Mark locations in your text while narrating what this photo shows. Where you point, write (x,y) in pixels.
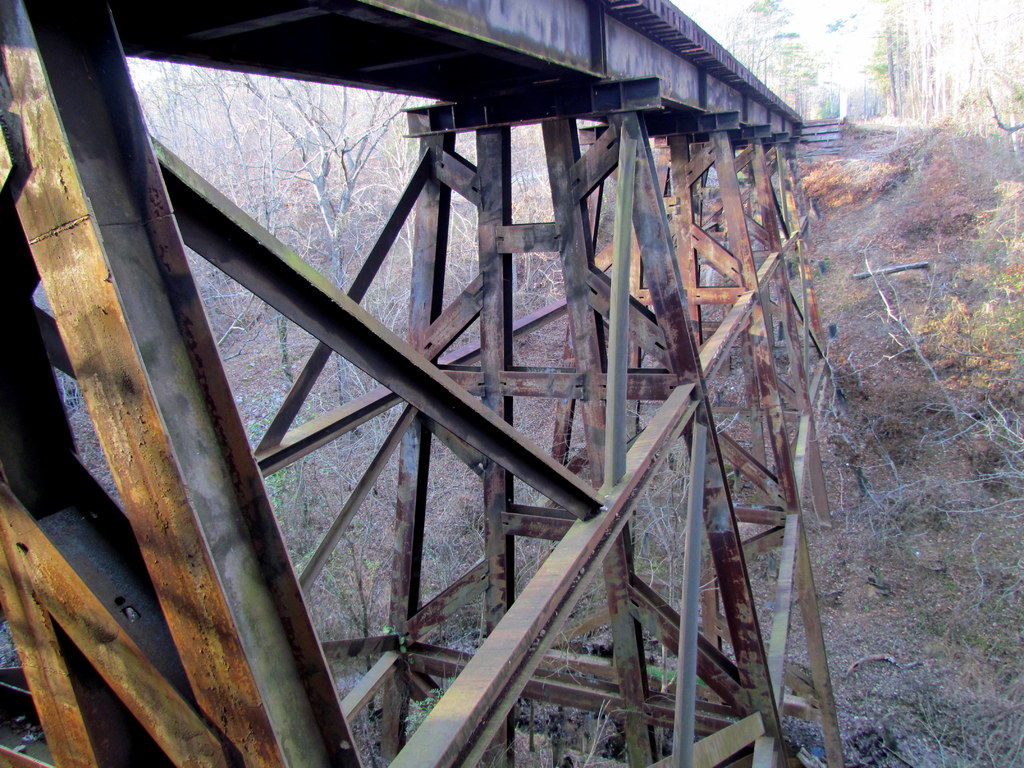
In this image we can see many trees (394,161). There is a bridge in the image.
